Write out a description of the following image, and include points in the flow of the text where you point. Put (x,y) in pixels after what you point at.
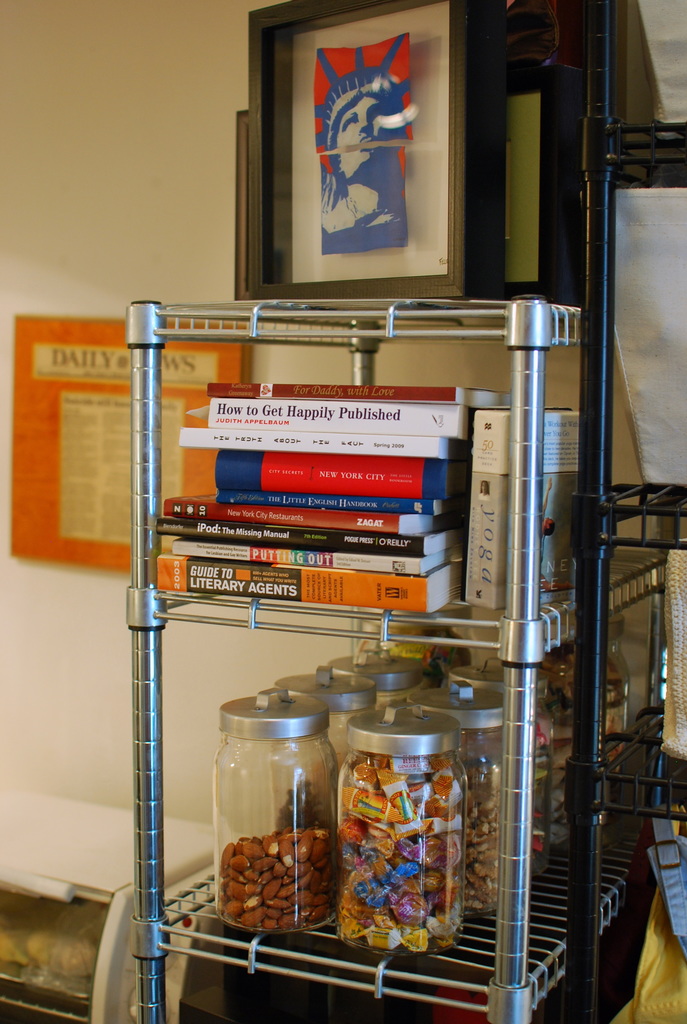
In this image we can see two stands (575,846) and where we can see some books (254,402) and jars (359,729) with food items (344,917). There are some other objects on the stands (216,916) and we can see the wall (155,170) with a poster (129,400) and some text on it. We can also see some photo frames (560,284) on the stand (144,403).
